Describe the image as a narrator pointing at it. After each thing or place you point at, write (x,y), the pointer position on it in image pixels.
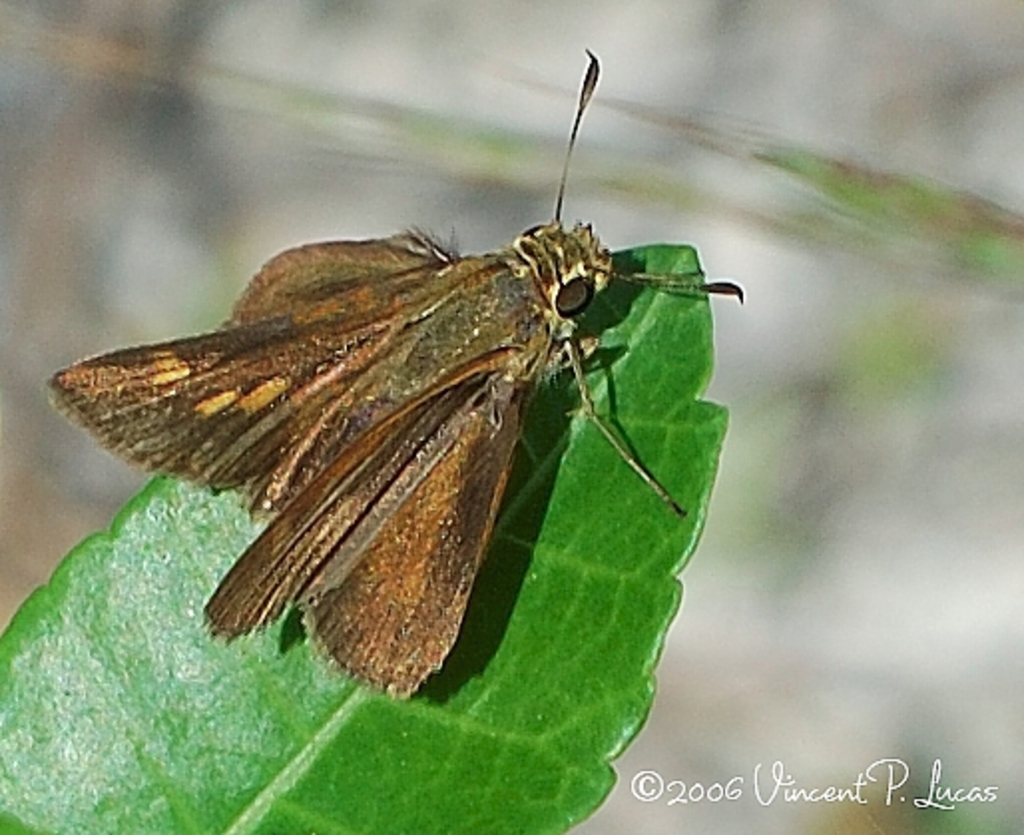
In this picture there is an insect (440,334) on the green leaf (95,698). At the back (608,74) image is blurry. At the bottom right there is text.
